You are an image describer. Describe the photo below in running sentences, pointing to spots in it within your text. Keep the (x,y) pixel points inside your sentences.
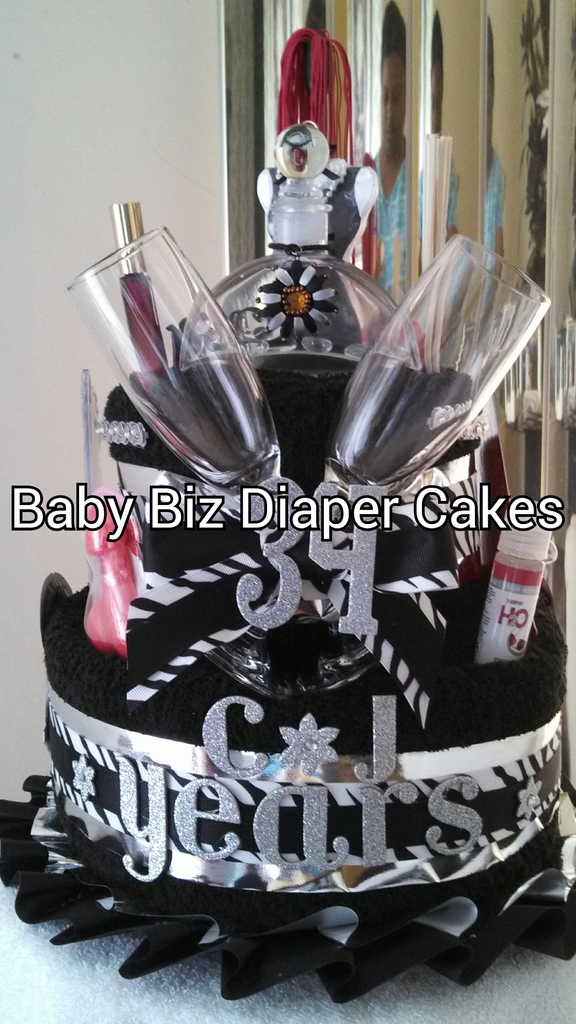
In this image I can see an object (215,827) which is in black and silver color. Background (21,62) I can see a wall (139,143) in white color.
